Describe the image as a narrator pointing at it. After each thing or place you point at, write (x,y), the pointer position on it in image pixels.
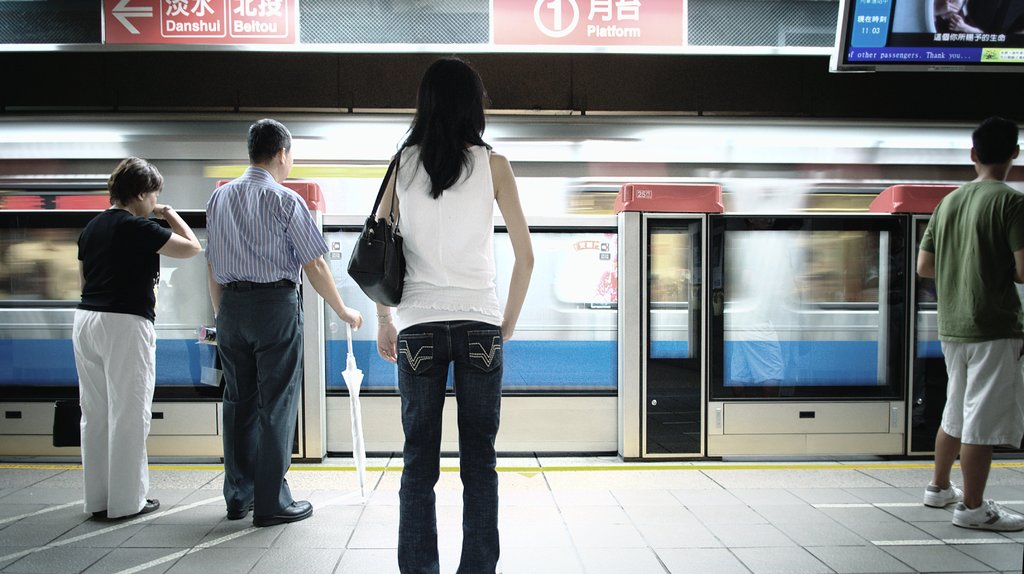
In this picture we can see a woman (456,247) wearing a white top (463,268) standing on the railway station (316,345). Behind there is an old man (261,246) and woman (101,231), standing and waiting for the train (134,154). Behind there is a train (134,154) passing from track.
